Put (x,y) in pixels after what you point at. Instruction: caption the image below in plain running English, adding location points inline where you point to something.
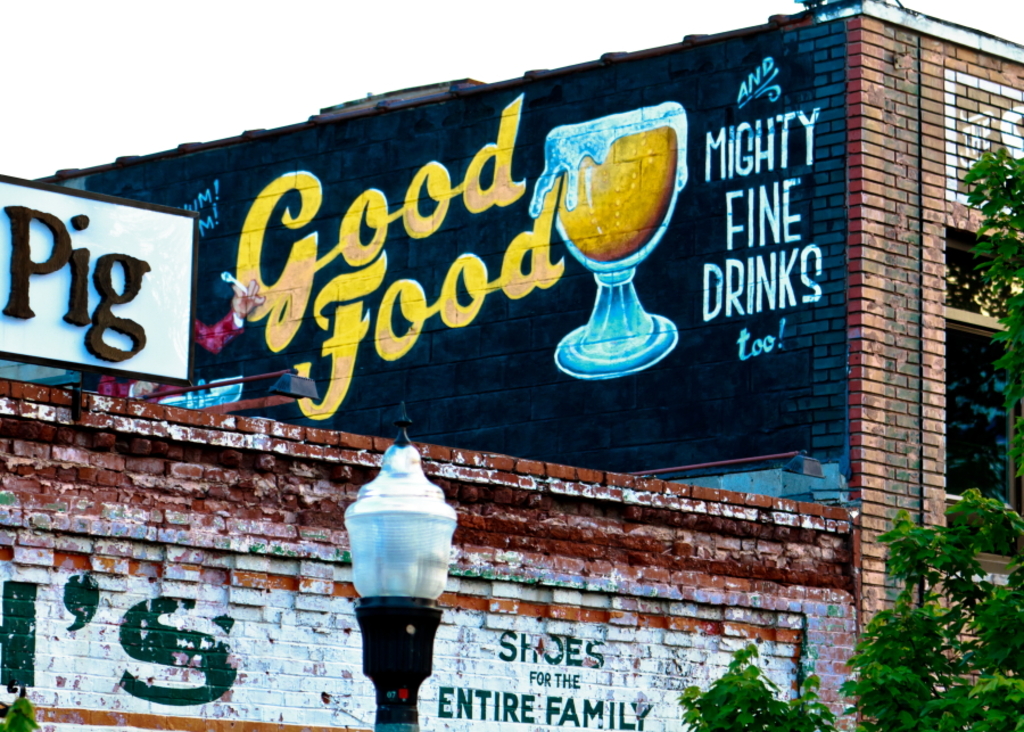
In the image we can see a building (669,452) made up of bricks (852,436). This is a light pole (398,577), trees (946,610), poster (169,288) and a sky (130,30). There is a painting (523,191) on the wall (526,280).
